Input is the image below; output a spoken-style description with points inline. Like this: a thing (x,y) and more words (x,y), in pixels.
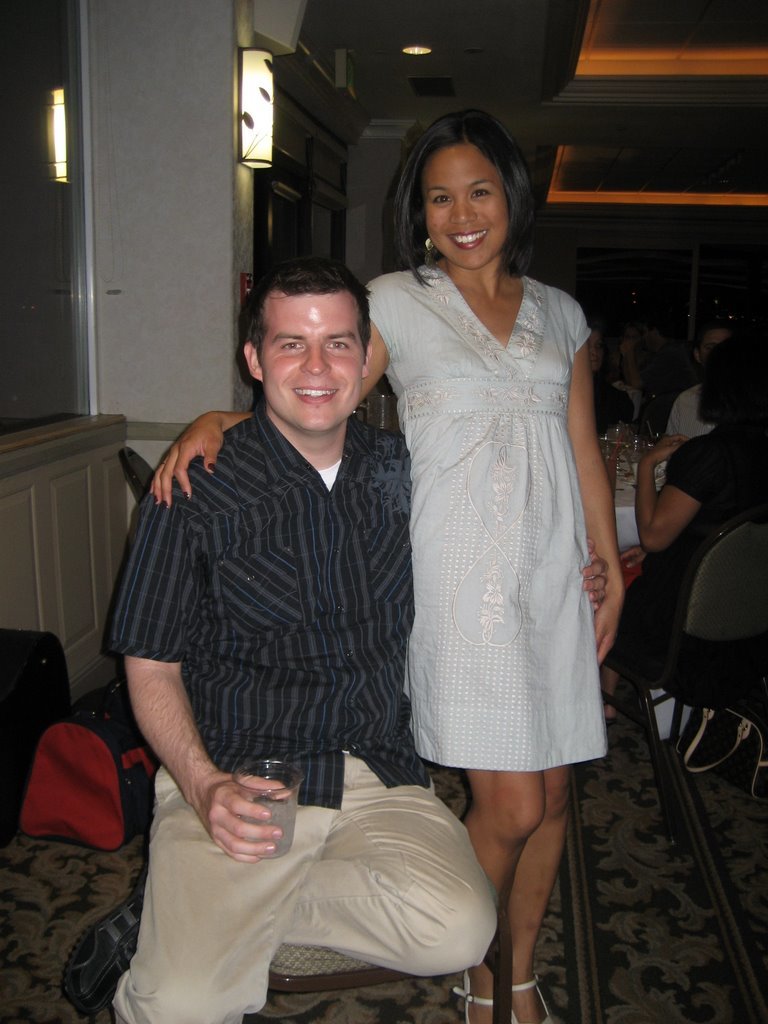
In this image we can see few people (651,454) sitting on the chairs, a woman (432,520) is standing beside the man (390,531) sitting on the chair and holding a glass (297,787), there is a bag (74,744) beside them, there is a table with few objects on the table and there is a light (253,119) attached to the wall (190,152) and lights (635,66) to the ceiling (620,112).
